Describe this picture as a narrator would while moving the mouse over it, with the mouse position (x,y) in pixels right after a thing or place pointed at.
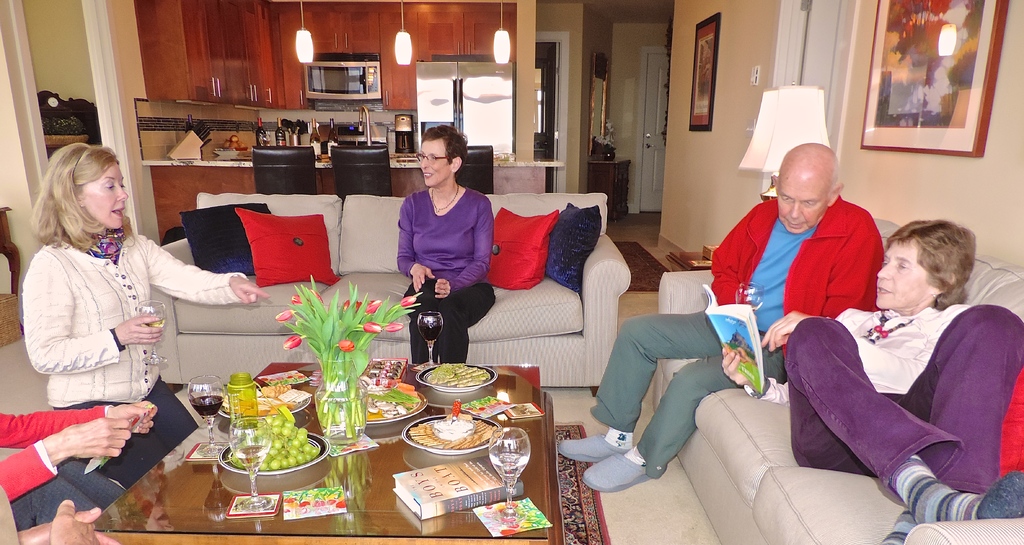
This image is clicked in a home. On the right (827,303) there are two people (820,326) on the sofa (791,456). In the middle (374,337) there is a table (369,453) on the table (387,523) there are many items (331,441). On the left (99,375) there is a woman (90,289) her hair (66,190) is short, she is speaking something. In the middle (538,293) there is a sofa (334,243) on that there is a woman (450,246). In the background (485,89) there is a refrigerator (479,112), light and chairs (334,156).
